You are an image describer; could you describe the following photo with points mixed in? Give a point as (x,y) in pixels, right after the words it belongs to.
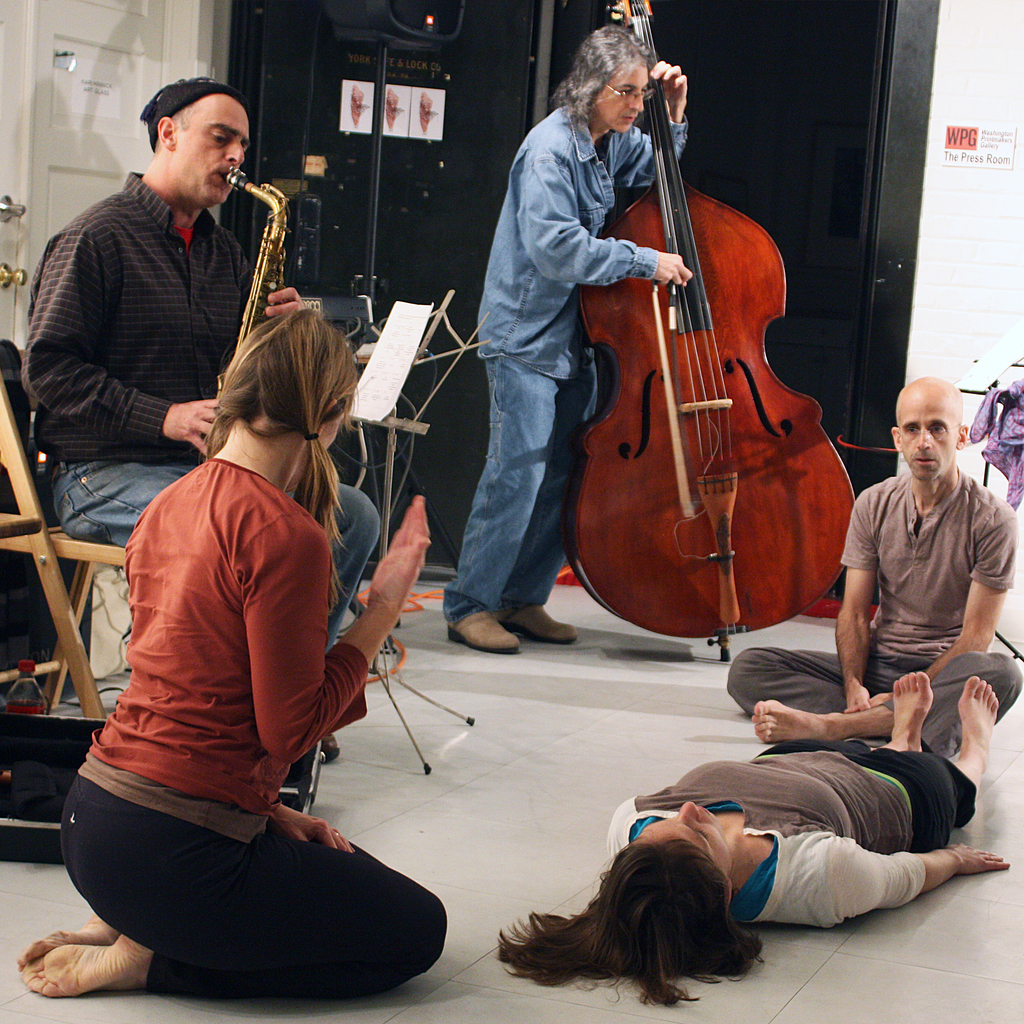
There are 2 people (533,174) playing musical instruments (623,375) and in front of them there are 3 people (270,712), two (237,795) are sitting and a woman (813,858) is lying on the floor (769,940).
